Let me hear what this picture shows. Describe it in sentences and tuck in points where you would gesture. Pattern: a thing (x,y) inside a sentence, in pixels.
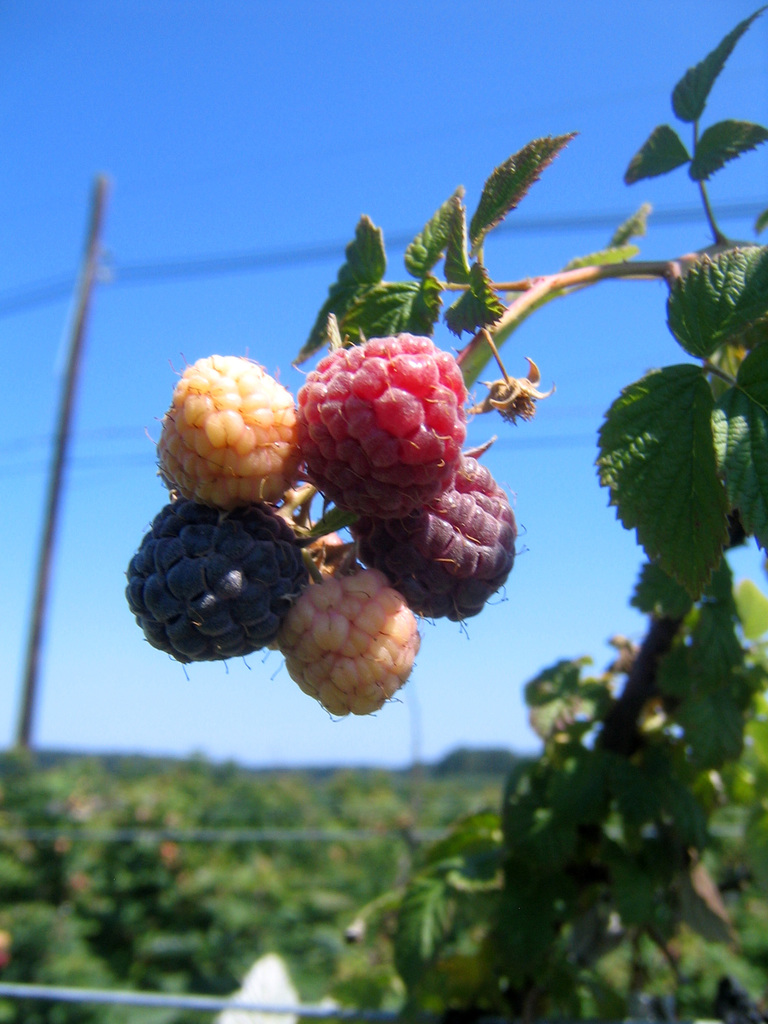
In the background (453,97) we can see a clear blue sky (541,110), pole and wires (123,270). At the bottom portion of the picture (260,781) we can see greenery (231,854). On the right side (713,309) we can see berries (355,494) and green leaves (679,326).
